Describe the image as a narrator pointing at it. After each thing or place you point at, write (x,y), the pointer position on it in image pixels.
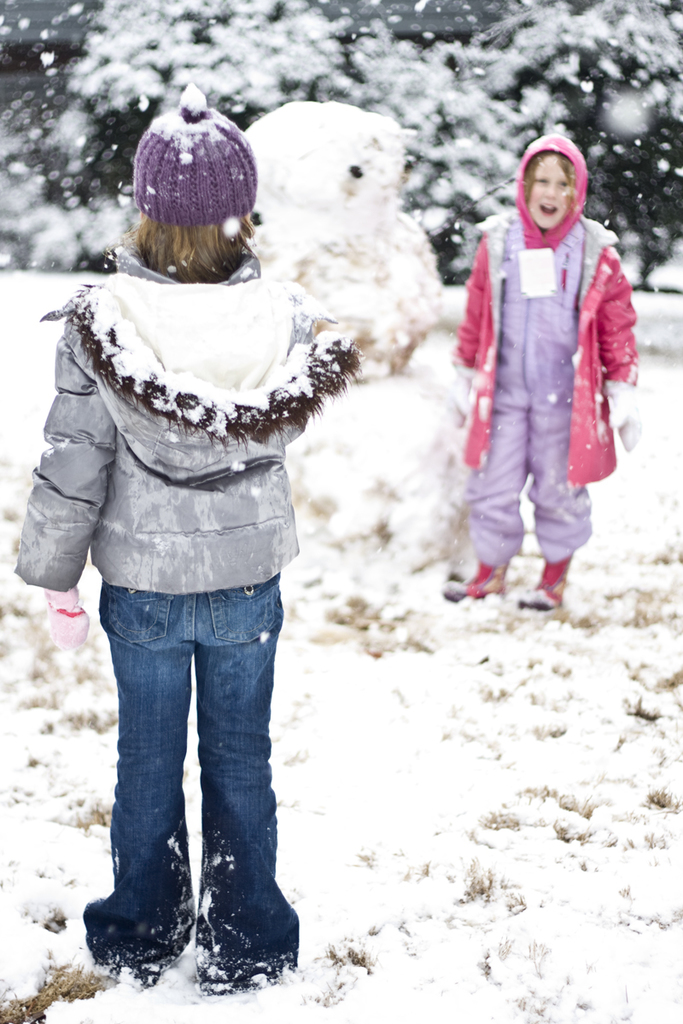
In this image I can see two persons (294,284) are standing on the ground (460,872), snow ice (440,724) and trees (435,117). This image is taken may be during a day.
